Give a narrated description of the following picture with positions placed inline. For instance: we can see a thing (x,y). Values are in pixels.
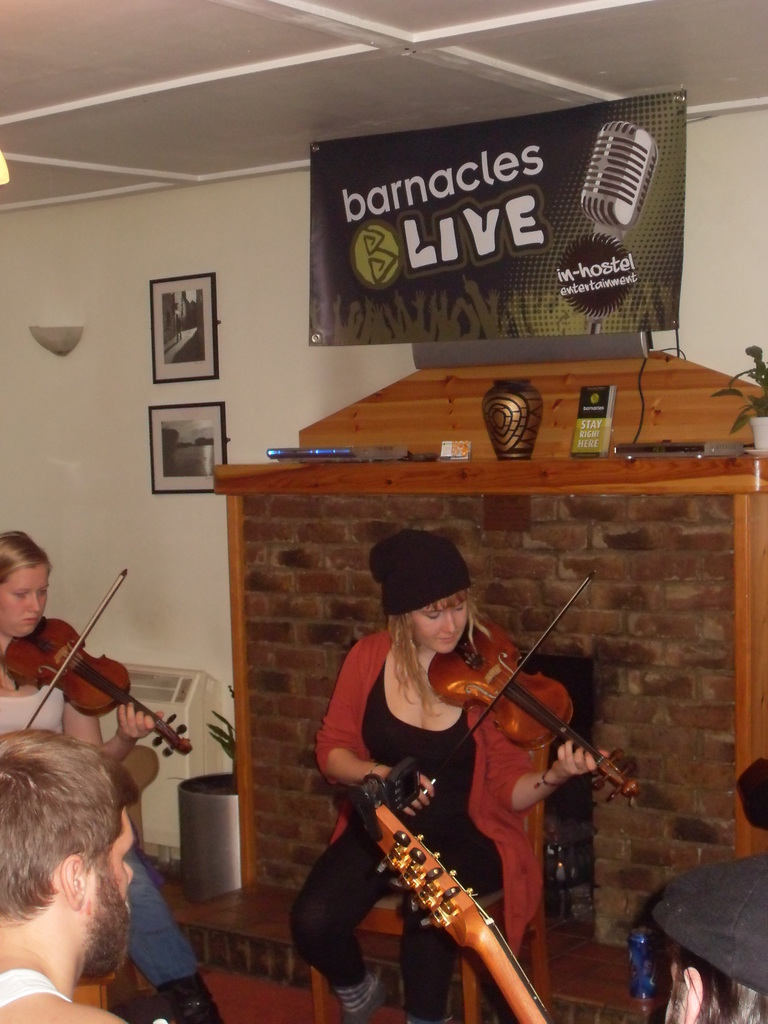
In the image we can see there are four people (409,957) sitting. Two women (390,761) are having a violin (97,663) in their hand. This is a wall (57,412) on which photo frame (183,355) are stick. This is a poster (551,230), vase (537,406) and book (596,410).
